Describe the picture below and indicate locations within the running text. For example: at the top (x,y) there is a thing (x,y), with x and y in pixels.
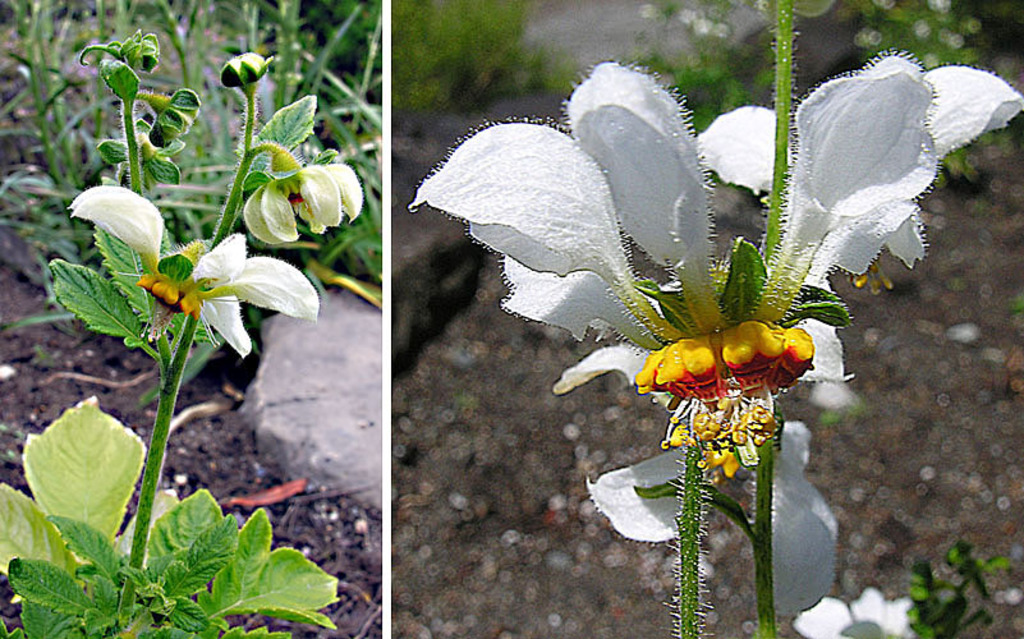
There are 2 images. There are plants (303,77) and a stone (323,413) in the left (312,255) image. There is a white flower (665,172) in the right (809,146) image.
